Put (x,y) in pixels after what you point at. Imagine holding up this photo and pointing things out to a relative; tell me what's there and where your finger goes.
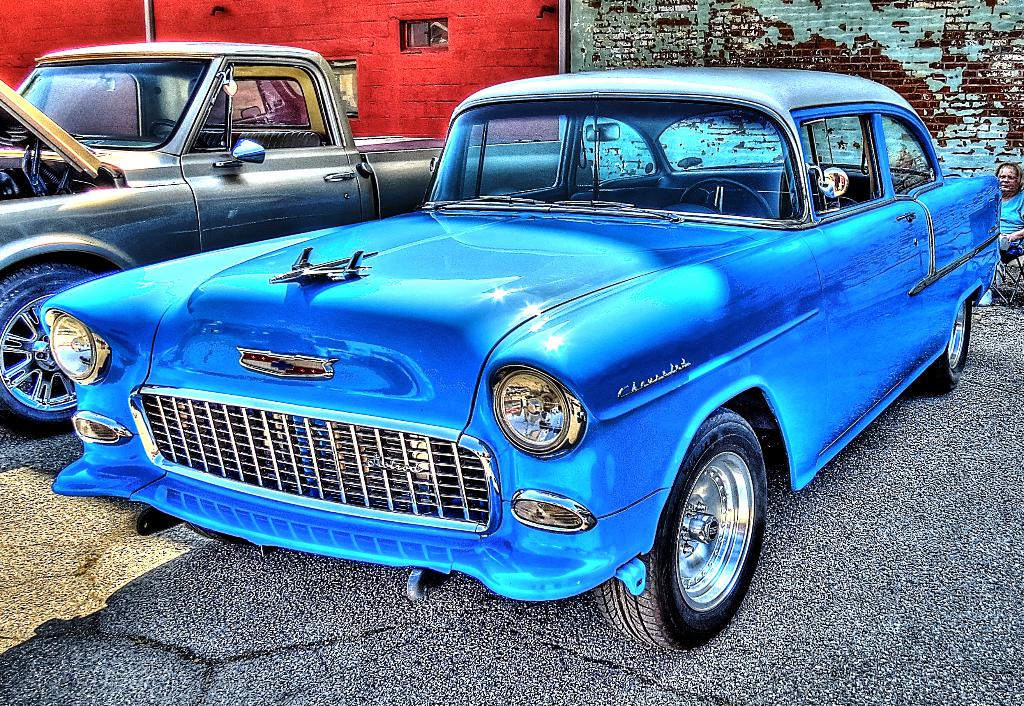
In this image we can see cars (279,477) on the road (413,643). In the background (485,58) there is a wall (575,39).
